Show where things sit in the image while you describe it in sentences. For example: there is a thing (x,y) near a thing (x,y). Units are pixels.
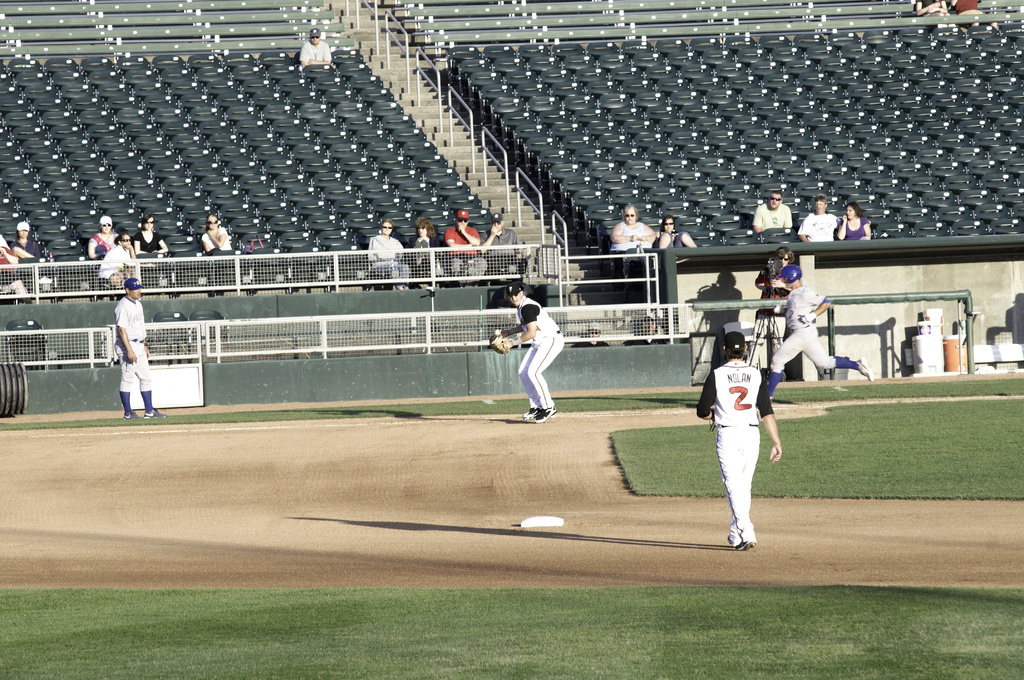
This is a picture taken in a baseball ground (741,646). In the foreground of the picture (575,631) there is grass (136,637) and soil (325,548). In the center of the picture (524,363) there are players (555,354), railing (398,327). At the top (307,165) there are chairs (306,111) and benches (183,31), there are people (399,246) sitting in chairs (738,234) and benches (892,22). It is sunny.
